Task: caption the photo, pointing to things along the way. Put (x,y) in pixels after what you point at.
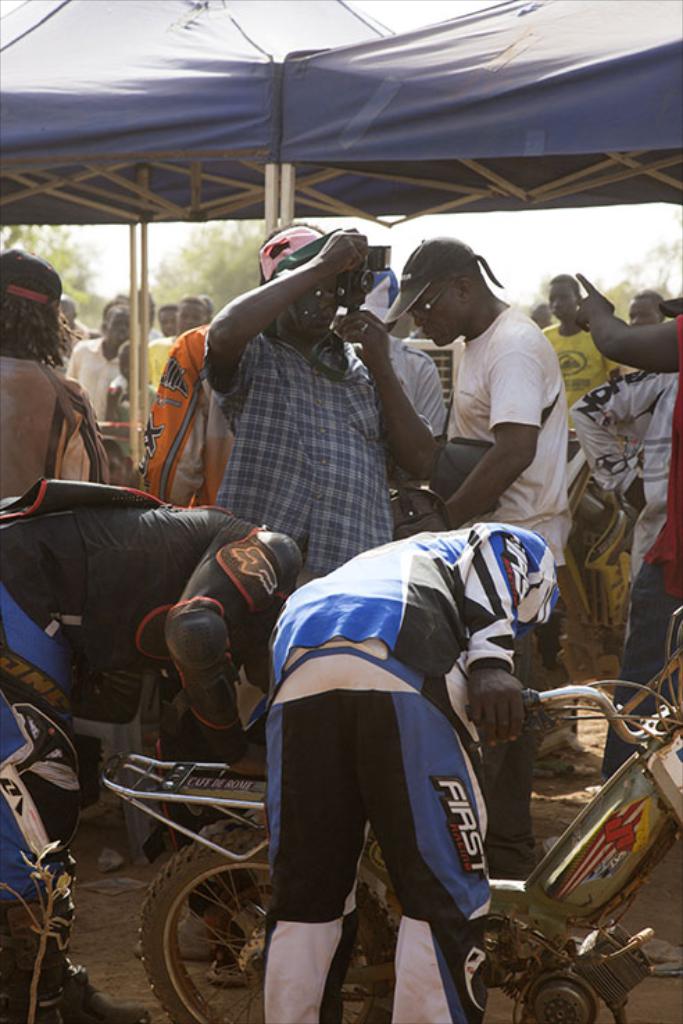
In this image we can see people (287,440) standing. In the foreground of the image (386,647) there is a person (411,650) holding a bike (208,839). In the background of the image (244,224) there are trees (228,260), tent (261,167).
